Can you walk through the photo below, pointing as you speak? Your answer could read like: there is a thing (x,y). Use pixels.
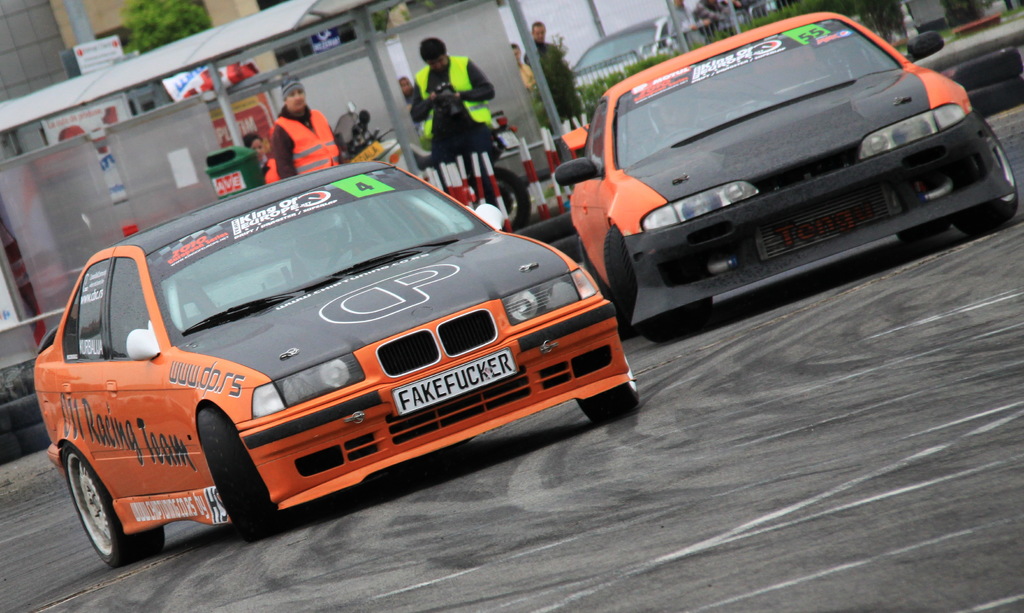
In the image there are two cars (427,336) drifting on the road (625,442), behind it there are few men (448,139) standing in front of fence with a bike (362,141) behind them and in the background (42,110) there is a bus stop (112,159) followed by buildings (61,42) behind it.
